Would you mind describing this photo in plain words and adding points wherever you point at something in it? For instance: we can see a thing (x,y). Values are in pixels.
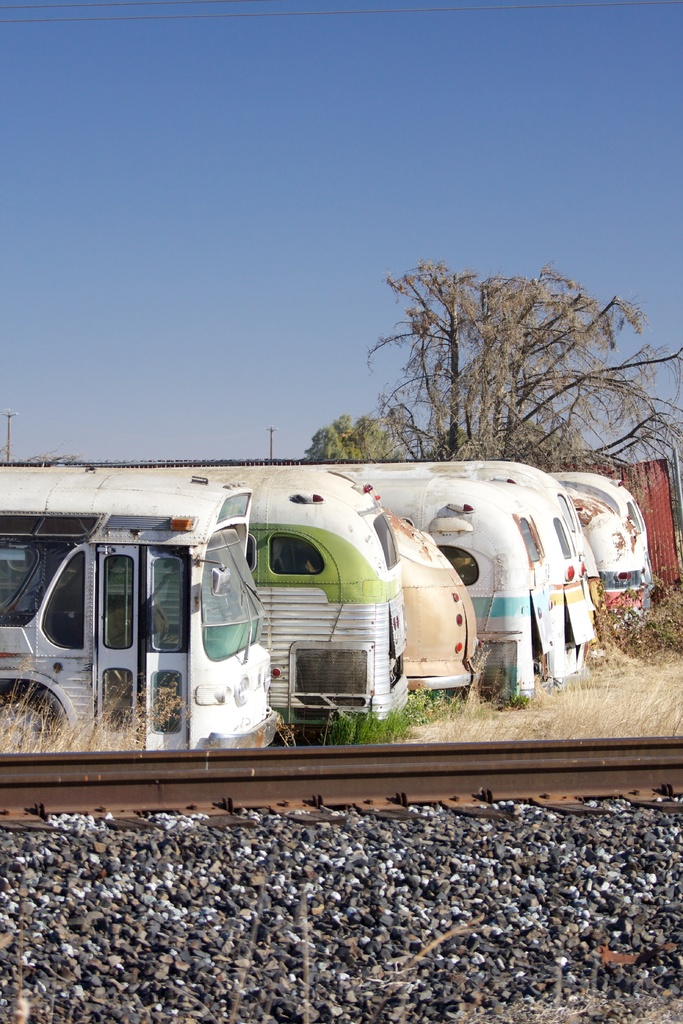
In this image I can see a track (652,770) in brown color. Background (551,556) I can see few vehicles (346,579), in front (209,676) the vehicle (230,636) is in white color, trees (446,265) in green color and the sky (273,95) is in blue and white color.
